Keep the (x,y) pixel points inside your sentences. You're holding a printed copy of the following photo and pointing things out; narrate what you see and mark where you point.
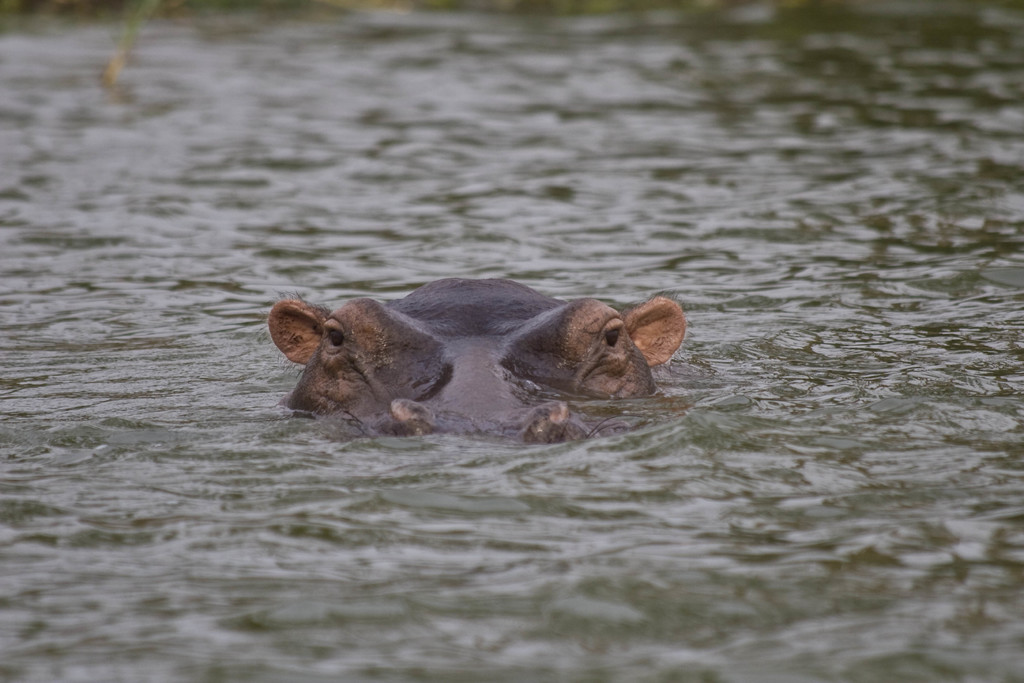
In this image there is an animal (460,357) in water (704,456) which is having ripples (697,500).
